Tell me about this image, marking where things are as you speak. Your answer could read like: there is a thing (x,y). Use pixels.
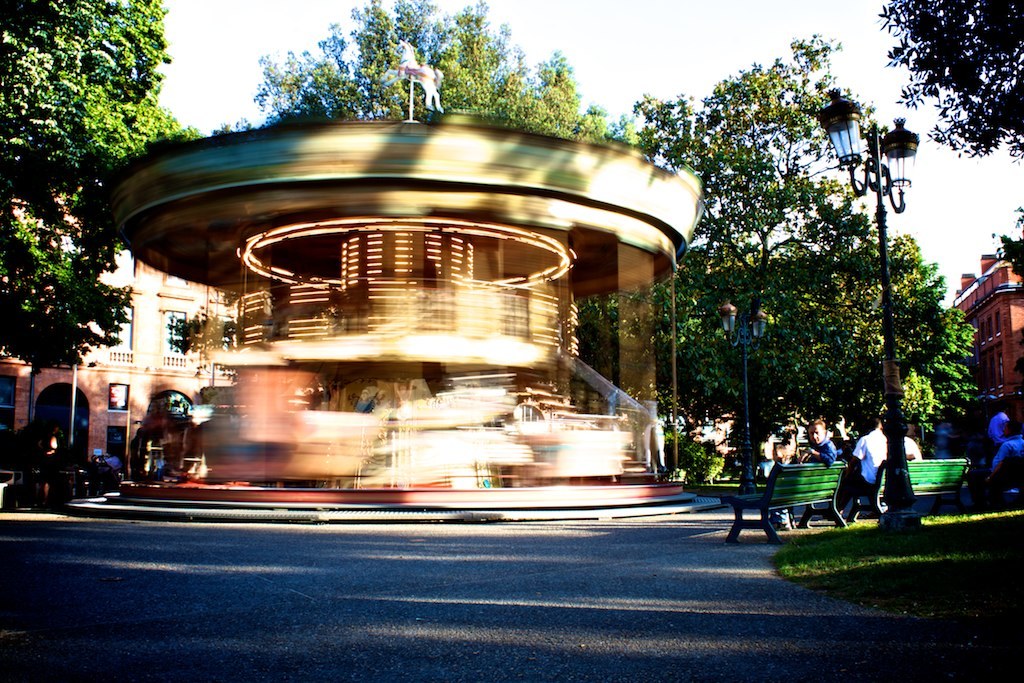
In this image there are a few people (874,447) seated on the benches (800,491), beside the benches (804,468) there are two lamp posts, in front of the benches (788,468) there are building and trees (767,163), in front of the building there is road surface (442,593).
